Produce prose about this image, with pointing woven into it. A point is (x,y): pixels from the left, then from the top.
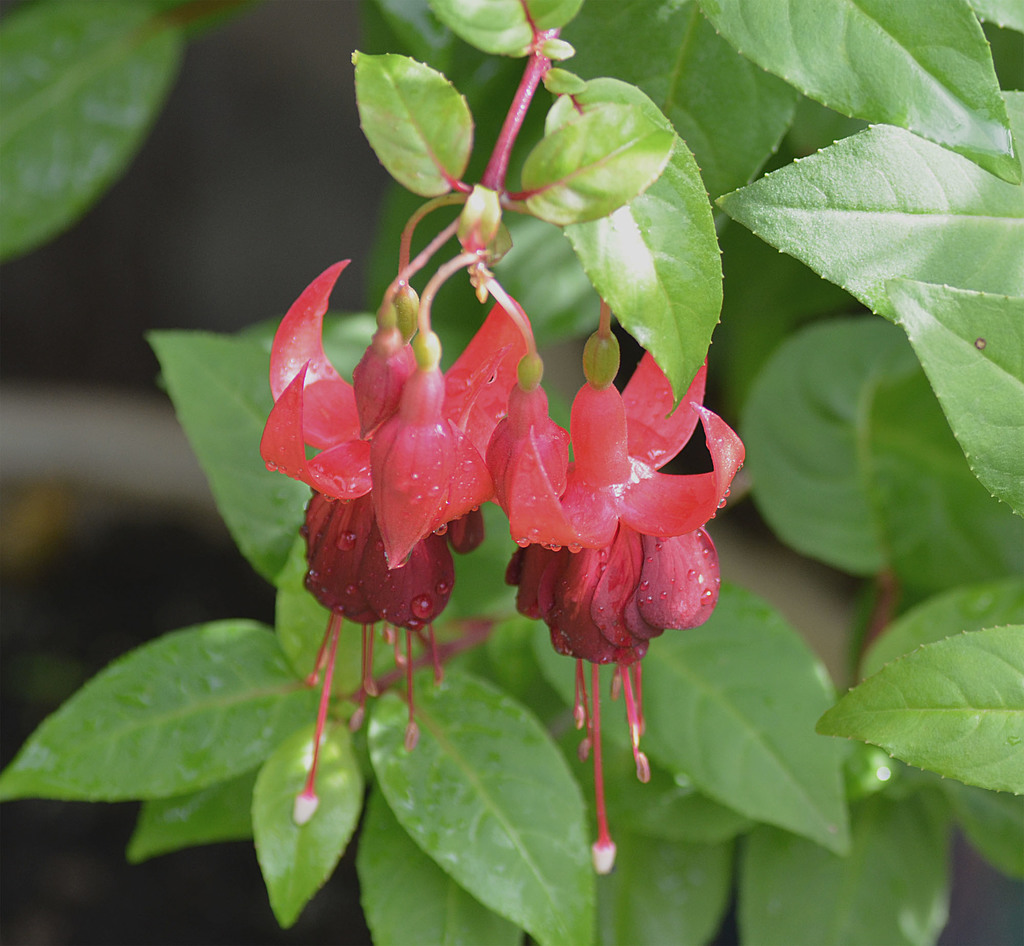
Here we can see flowers (383,429) and leaves (337,340). Background (285,145) it is blur.
